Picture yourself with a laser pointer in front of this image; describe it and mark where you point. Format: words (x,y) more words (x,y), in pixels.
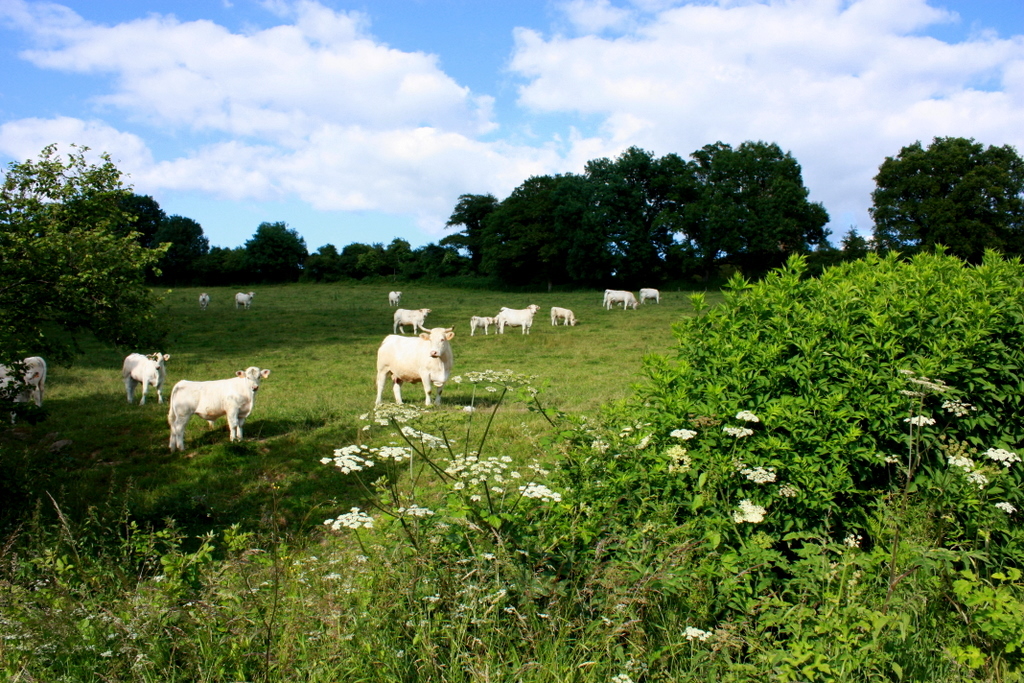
In this picture we can see some animals (428,369) on the grass (274,338) and in front of the animals (154,358) there are plants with flowers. Behind the animals (131,366) there are trees (108,319) and the sky (413,111).
